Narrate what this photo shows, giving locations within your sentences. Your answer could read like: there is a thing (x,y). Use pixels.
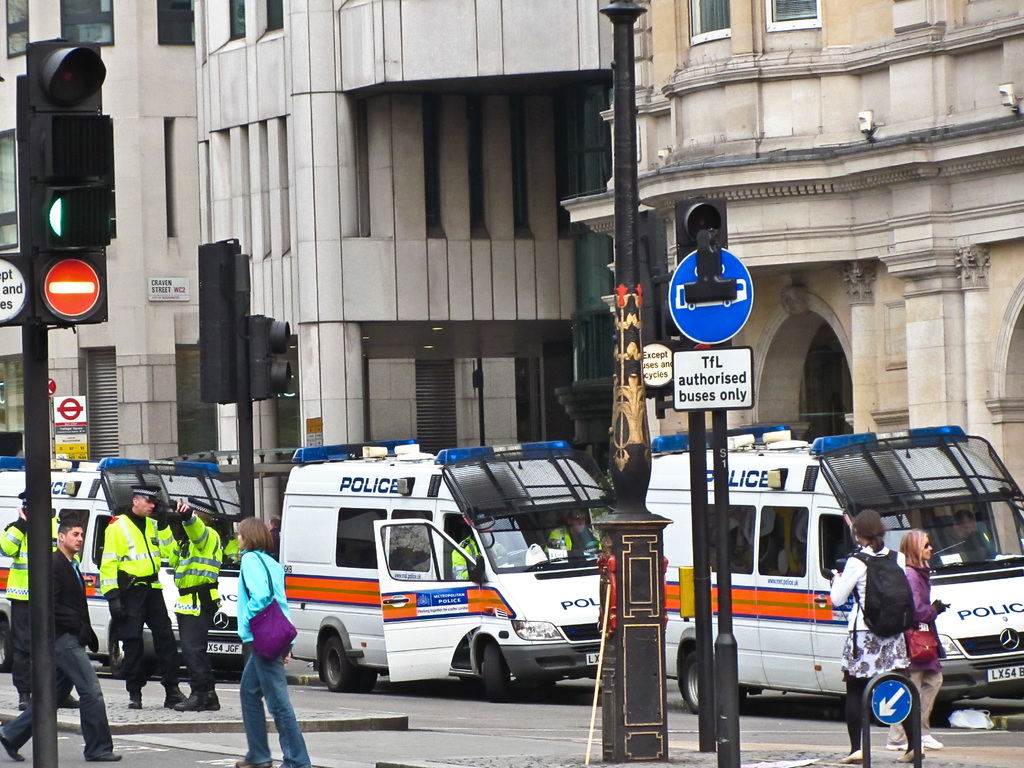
This is the picture of a city (353,468). In this image there are vehicles (340,531) on the road (551,690) and there are group of people (65,620) walking. In the foreground (665,648) there are poles (646,439) and there are boards (10,292) and lights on the poles (738,729). At the back (416,210) there is a building (520,225). At the bottom (470,709) there is a road (459,710) and there is a footpath (162,722).
